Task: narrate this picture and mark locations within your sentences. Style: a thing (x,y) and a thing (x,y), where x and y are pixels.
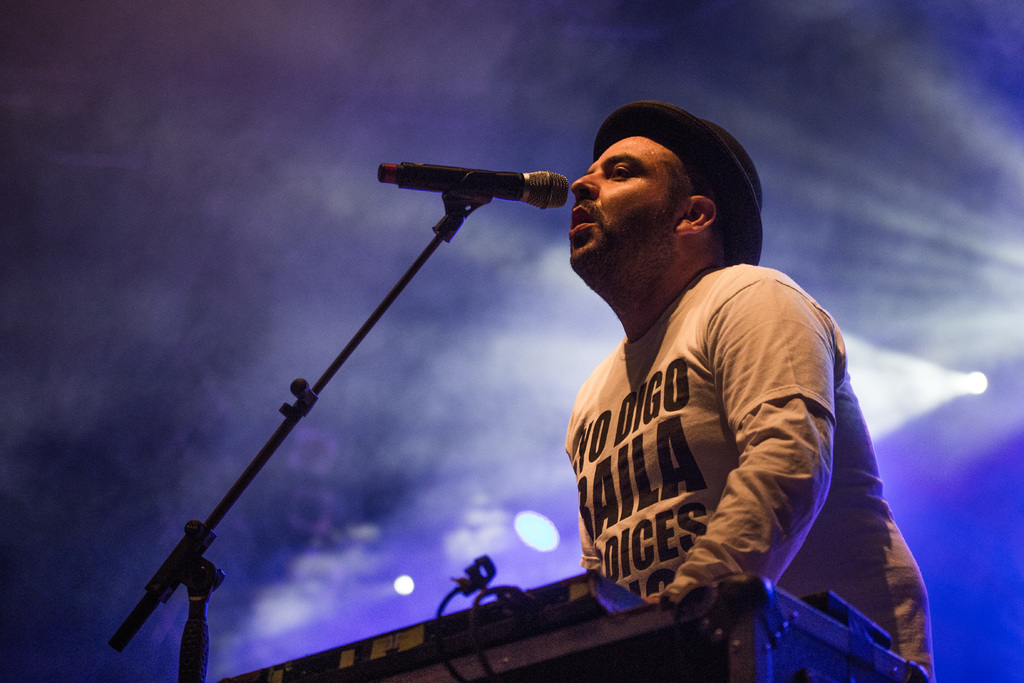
In this picture we can see a man (715,366), in front of him we can find a microphone (441,181), in the background (913,363) we can see few lights (927,376).
